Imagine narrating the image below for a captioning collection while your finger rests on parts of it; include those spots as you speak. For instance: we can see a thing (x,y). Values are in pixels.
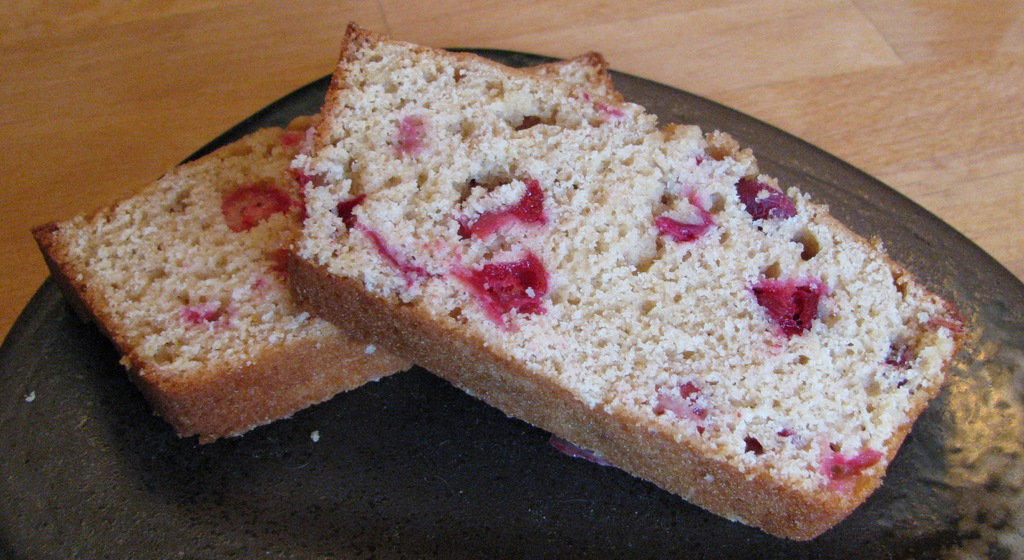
Here we can see two bread pieces (348,314) on a pan (185,496) on a platform (57,58).
